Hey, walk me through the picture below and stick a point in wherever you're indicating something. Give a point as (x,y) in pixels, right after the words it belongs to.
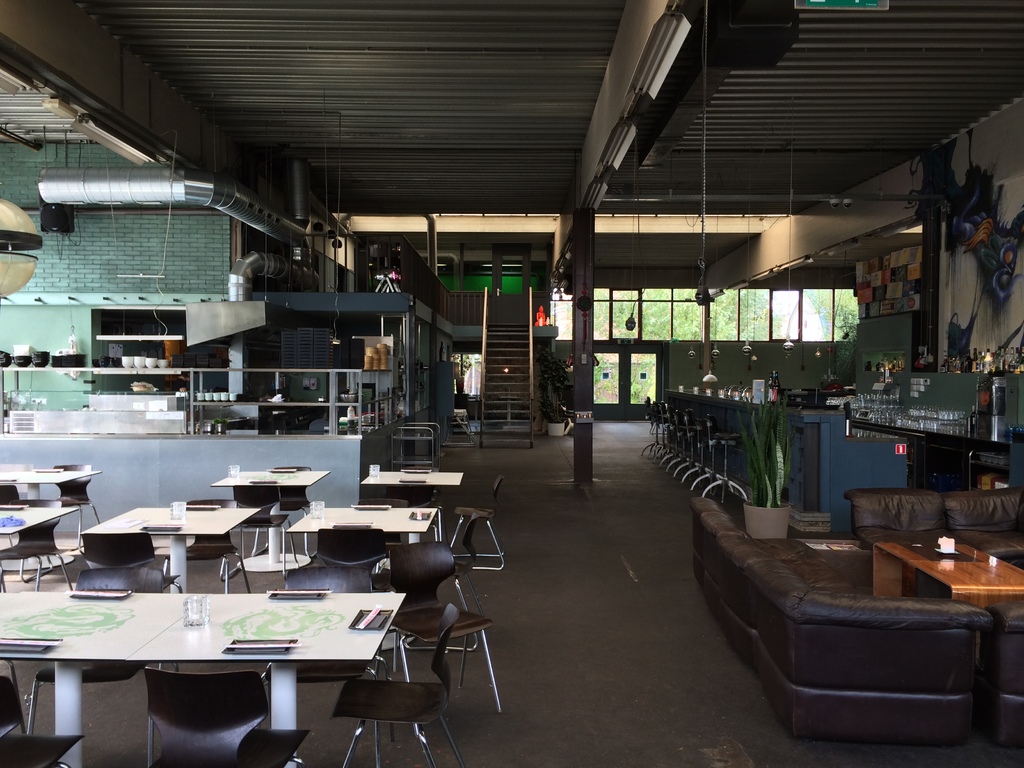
In this image I can see few tables (238,480), chairs (411,563) and sofas (790,551). I can also see few glasses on these tables (223,527). In the background (490,428) I can see stairs (489,396), a door (598,381) and trees (735,310).
